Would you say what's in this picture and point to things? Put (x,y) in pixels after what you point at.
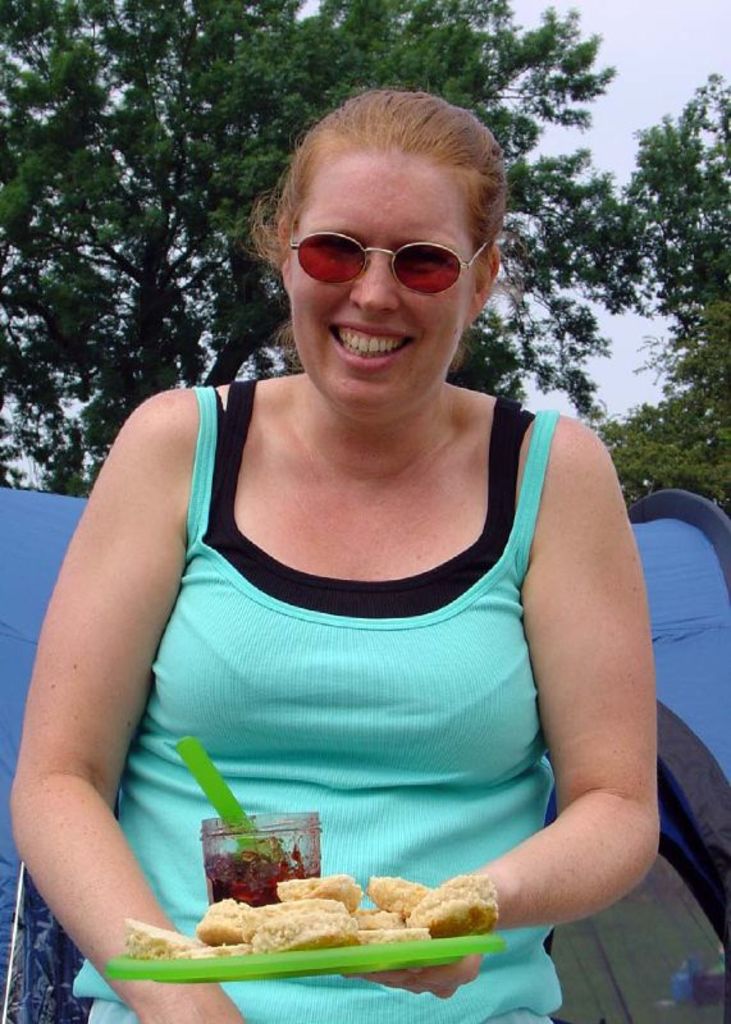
In this image we can see a woman (407,680). She is wearing a green color top (348,680) and holding a food item (401,939) in her hand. In the background (111,320), we can see blue color object (52,516), trees (252,110) and the sky (630,65).
